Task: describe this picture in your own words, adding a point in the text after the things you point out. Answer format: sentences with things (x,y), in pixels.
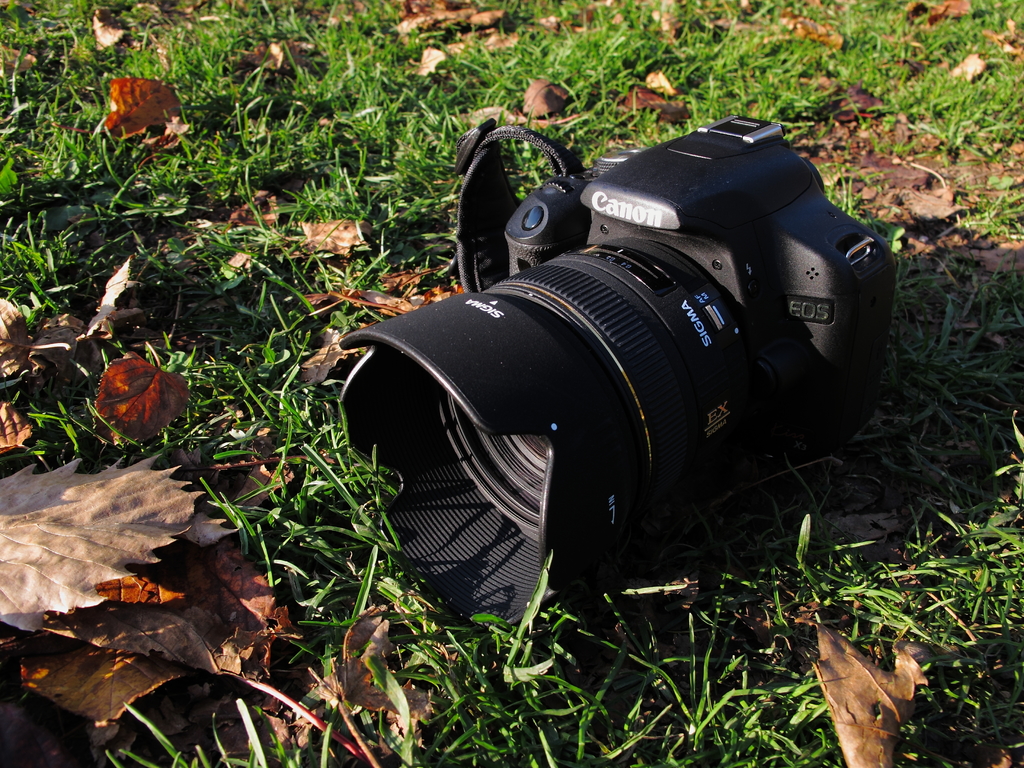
We can see camera (682,436) on the grass (740,474) and we can see leaves (195,613).
